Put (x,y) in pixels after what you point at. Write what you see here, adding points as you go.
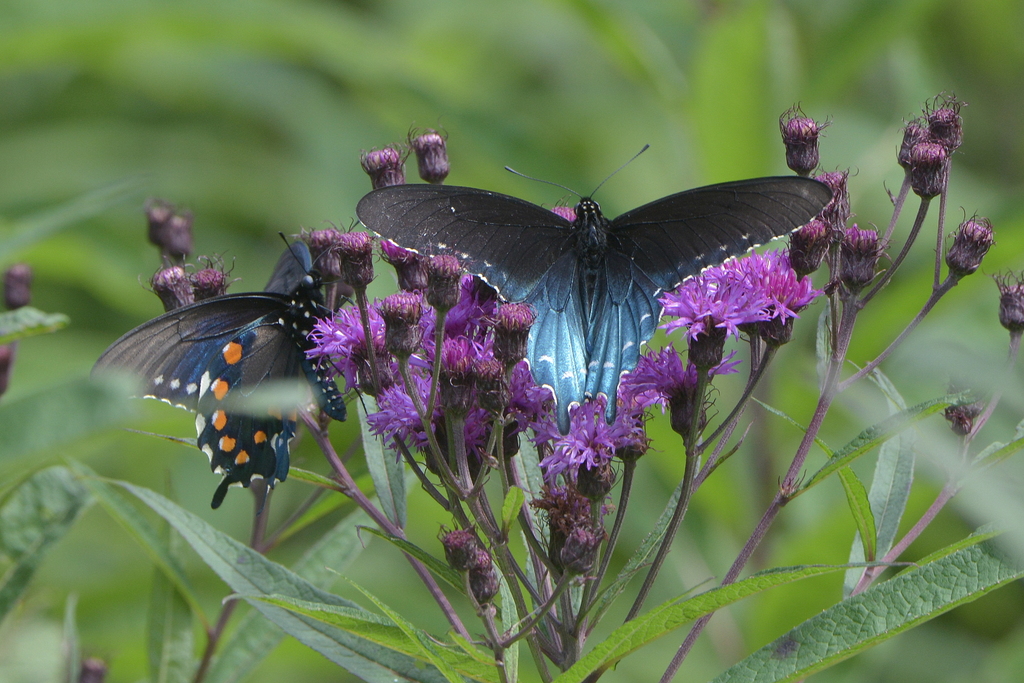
In the middle of the image (421,451) we can see some flowers (954,133), on the flowers (954,133) there are two butterflies (157,382). At the bottom of the image (30,521) there are some plants (300,470). Background of the image (1013,122) is blur.
